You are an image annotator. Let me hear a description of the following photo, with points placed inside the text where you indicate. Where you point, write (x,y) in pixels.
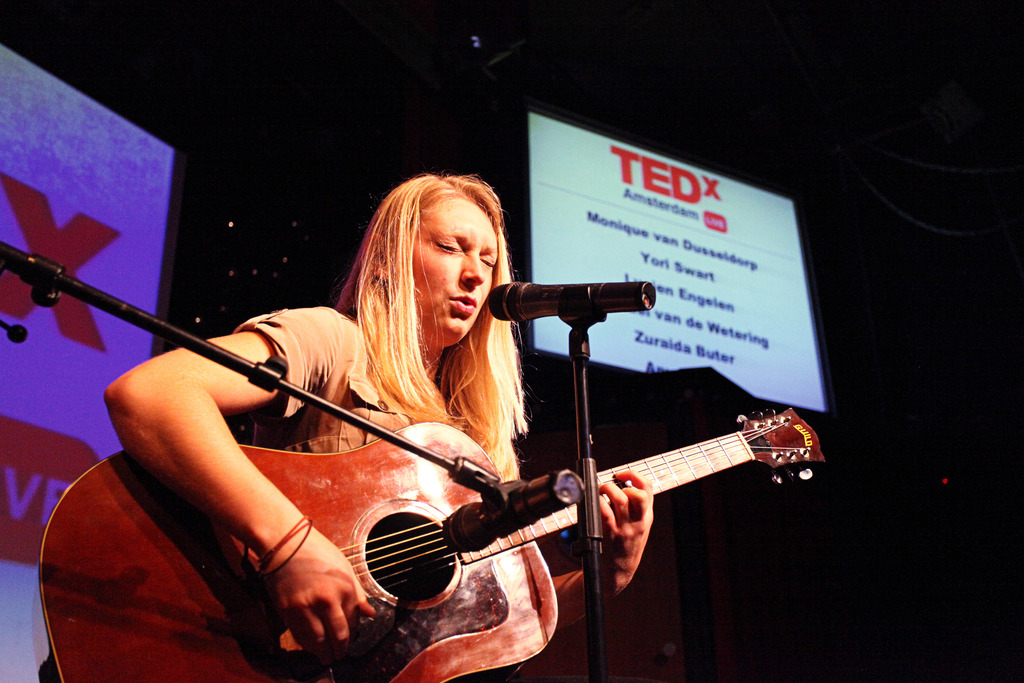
This woman (408,237) is standing and playing a guitar (380,569) in-front of a mic (503,302). On top (631,200) there are boards (66,189).
